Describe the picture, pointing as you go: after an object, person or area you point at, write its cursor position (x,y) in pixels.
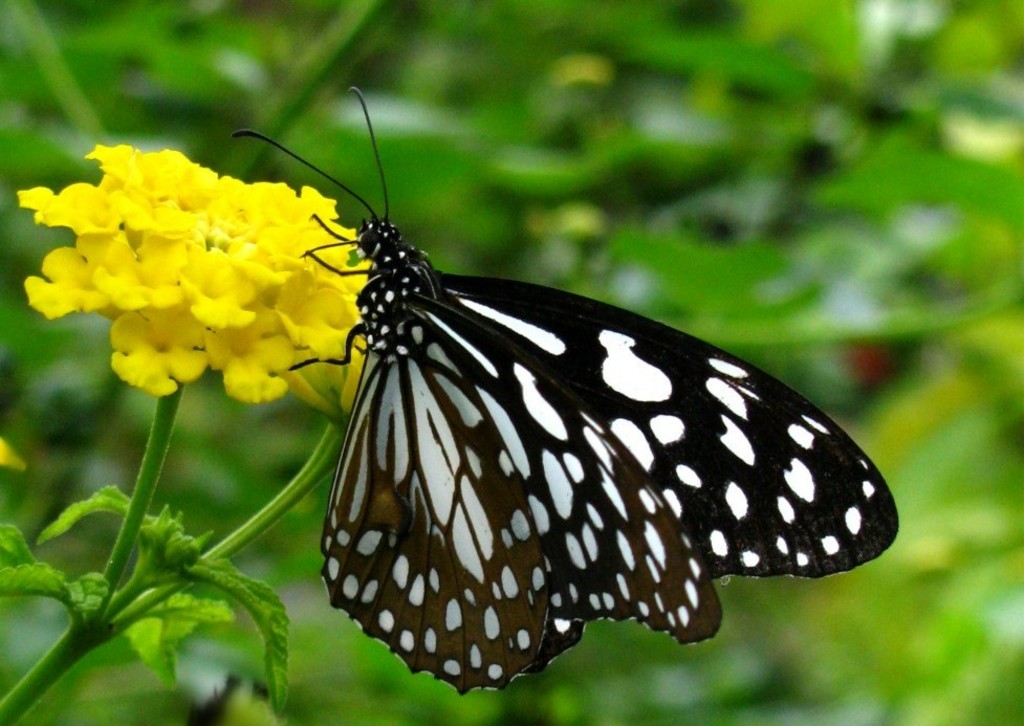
In the picture I can see a butterfly (483,479) and a flower plant (273,379). These flowers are yellow in color and butterfly (330,530) is in black and white color. The background of the image (303,577) is blurred.
